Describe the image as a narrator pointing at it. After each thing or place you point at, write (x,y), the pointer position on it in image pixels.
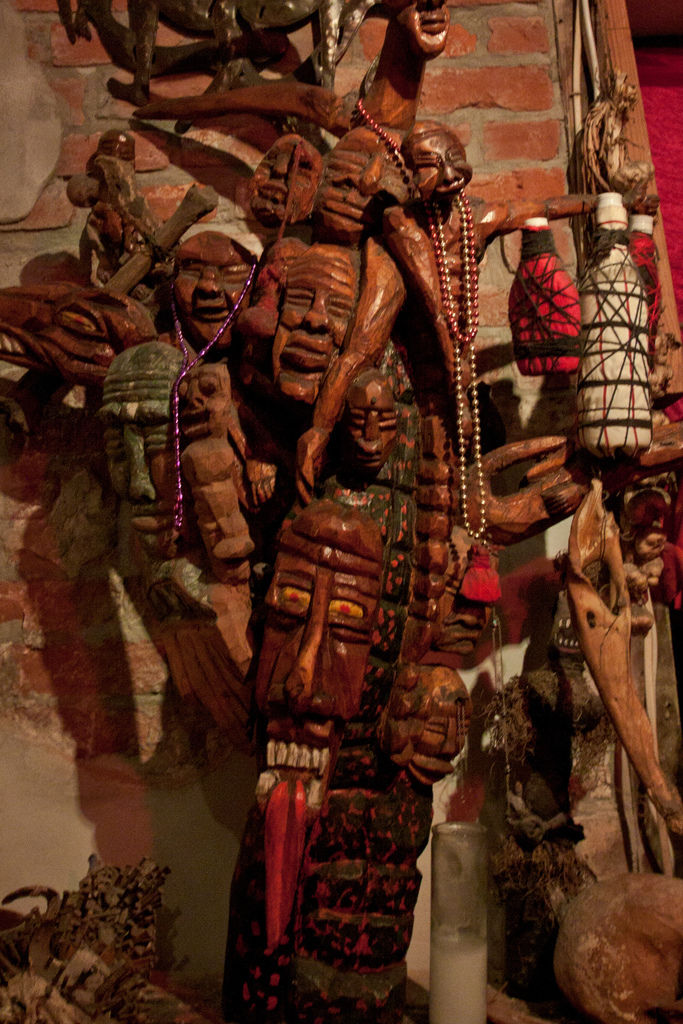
In this image I can see the sculpture (321,500). In the background (511,107), I can see the wall (534,79).
